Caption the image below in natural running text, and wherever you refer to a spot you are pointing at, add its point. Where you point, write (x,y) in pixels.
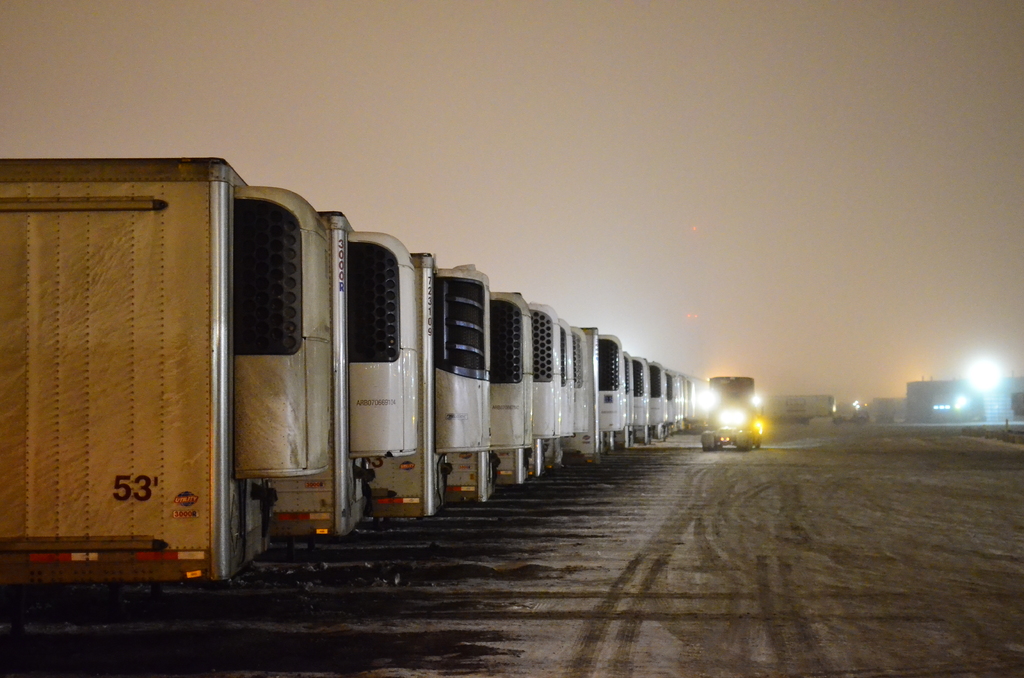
In this image there are trucks (662,415). In the background of the image (932,412) there are buildings (950,414), lights (998,374). At the top of the image (776,130) there is sky (776,130). At the bottom of the image (782,555) there is snow (782,555).
